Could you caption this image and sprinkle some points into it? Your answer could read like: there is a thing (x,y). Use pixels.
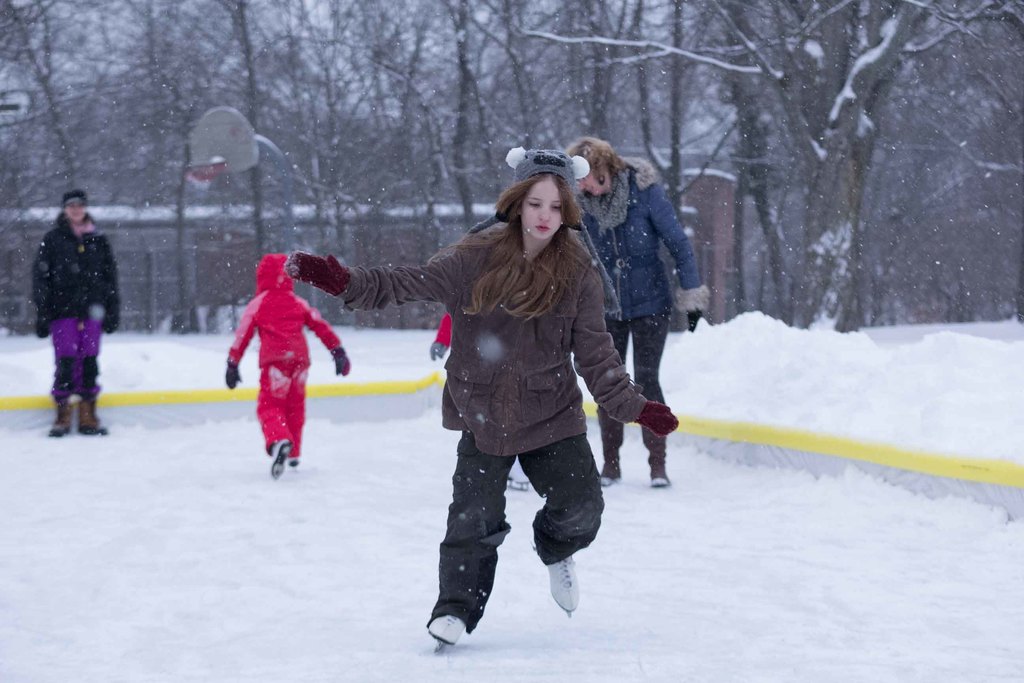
In this picture we can see a girl (551,370) skating on the snow (588,390). Behind the girl (525,177), there are some people (80,296). Behind the people (581,200) there are trees (926,149) covered with snow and a basketball pole (261,146).
